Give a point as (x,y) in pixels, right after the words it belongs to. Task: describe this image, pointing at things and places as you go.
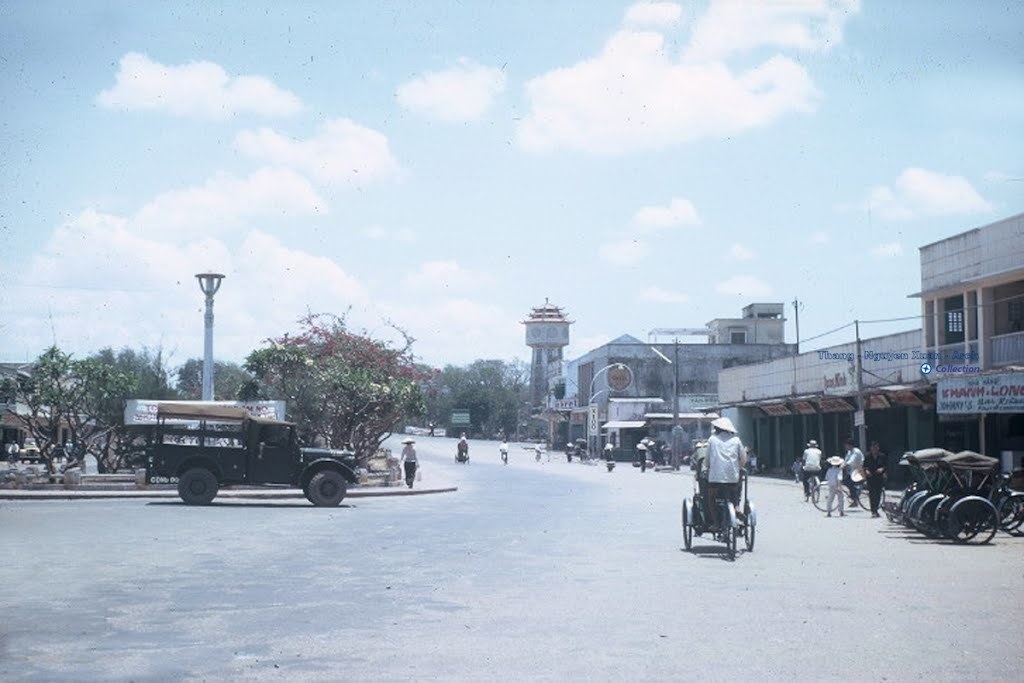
In this image there are a few vehicles (1018,530) moving on the road (645,574) and few (907,503) are Parked, there are a few people (839,483) walking on the road (748,602) and in the background of the image (757,387) there are buildings (757,387), poles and the sky (475,177).
